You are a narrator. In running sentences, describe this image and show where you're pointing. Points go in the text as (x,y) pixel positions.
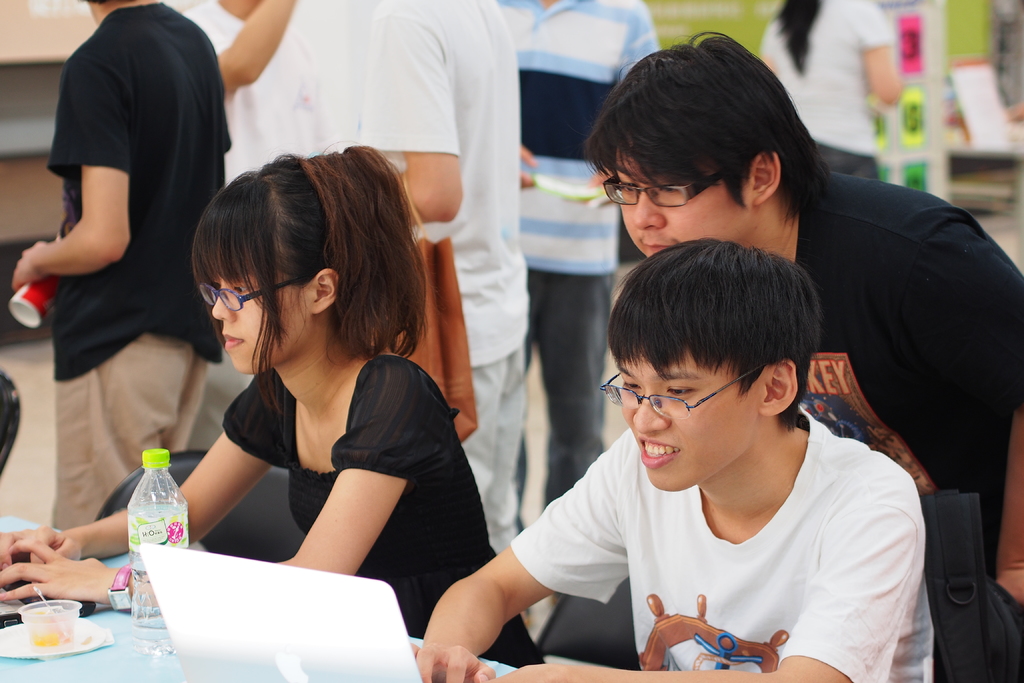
In this picture we can see two persons (427,489) are sitting on the chairs (286,532). There is a table (118,666). On the table (118,666) we can see a laptop (297,593), bottle (158,472), and a cup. In the background (623,17) we can see few people (597,204).
